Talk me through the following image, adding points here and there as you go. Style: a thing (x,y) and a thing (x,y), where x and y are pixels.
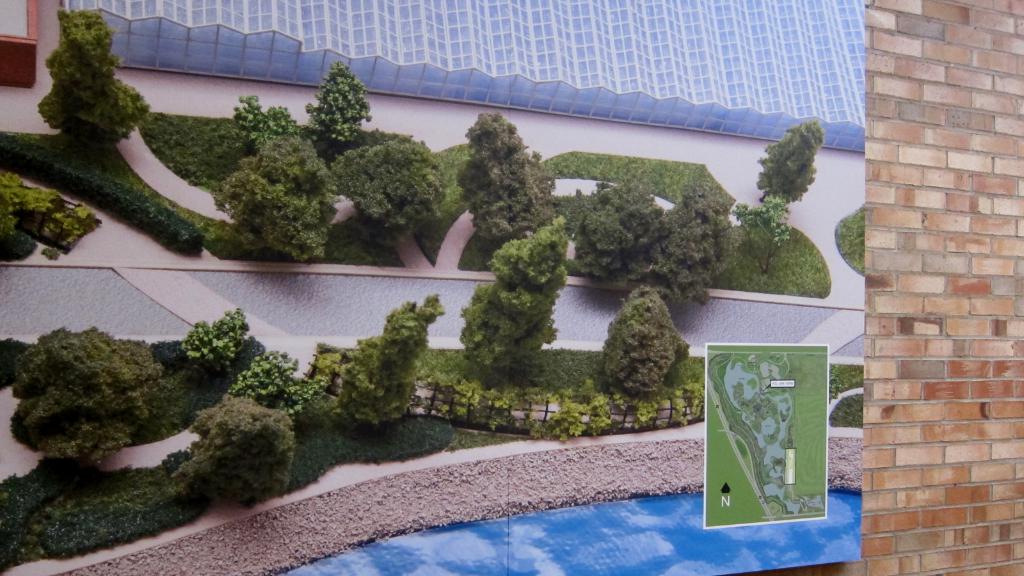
In this image we can see a board (550,215) on the wall (877,264). On the board (274,318) there are pictures (241,155) of trees (239,166), plants (239,166), grass (625,174), walkway (83,241) and other objects (807,423). On the right side of the image (909,417) there is a wall (941,510).
